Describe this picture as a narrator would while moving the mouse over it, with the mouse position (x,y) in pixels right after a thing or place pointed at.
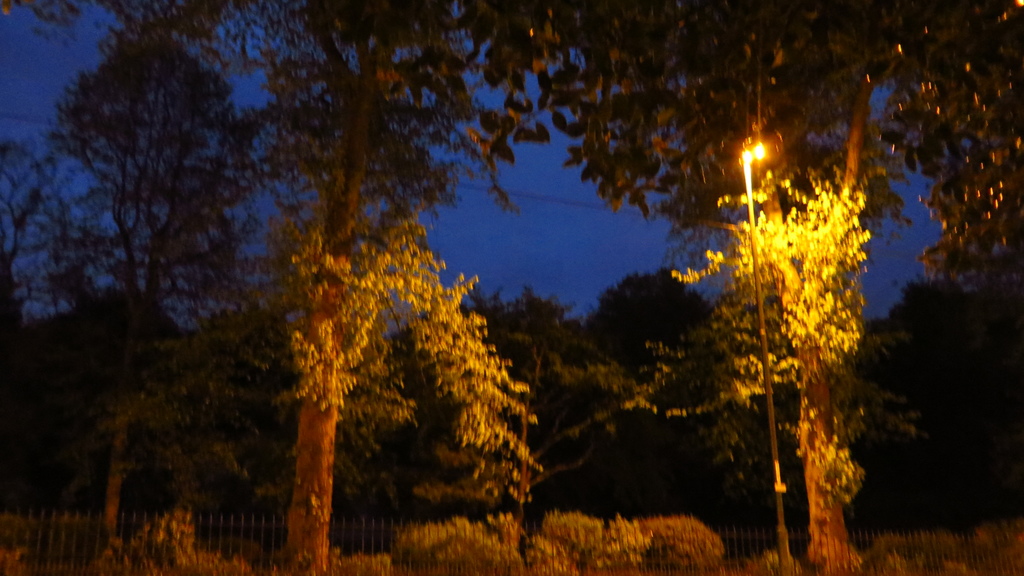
In this image there are trees (790,259) and a light pole (784,488) and there is a fencing (598,542).
